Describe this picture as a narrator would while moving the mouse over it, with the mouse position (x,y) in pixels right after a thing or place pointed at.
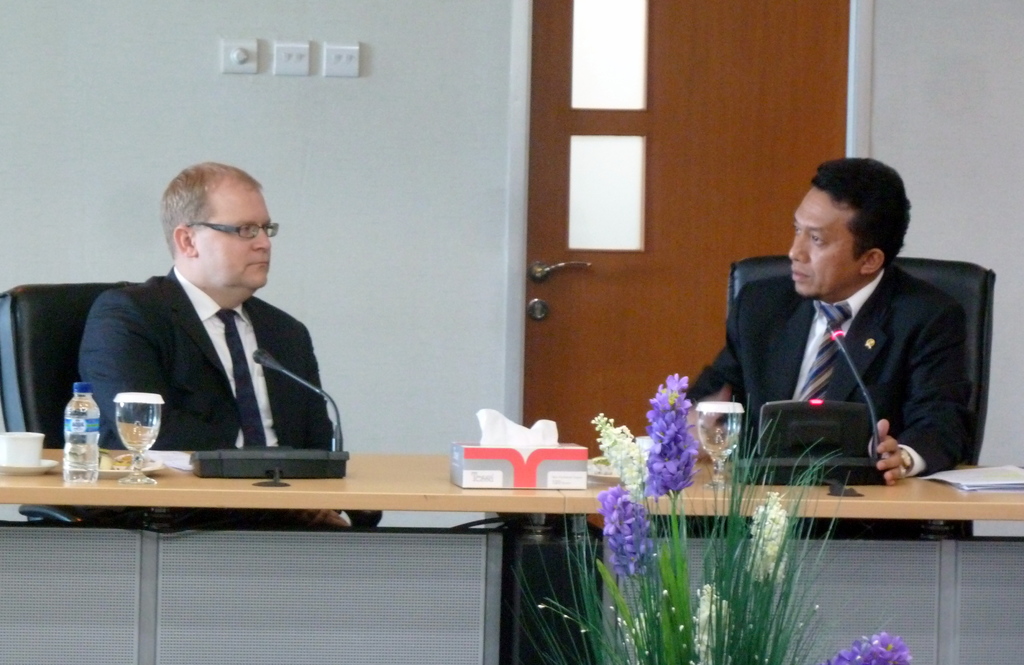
In this given picture, We can see two people (870,189) sitting in chairs (736,300) after that, We can see two mics (856,416), a water bottle (64,454), two glasses (714,458), an artificial tree (630,511), few object (536,457) kept on table (202,495) behind this two people (305,356), We can see a wall (384,110), a door (571,249) which is locked.
